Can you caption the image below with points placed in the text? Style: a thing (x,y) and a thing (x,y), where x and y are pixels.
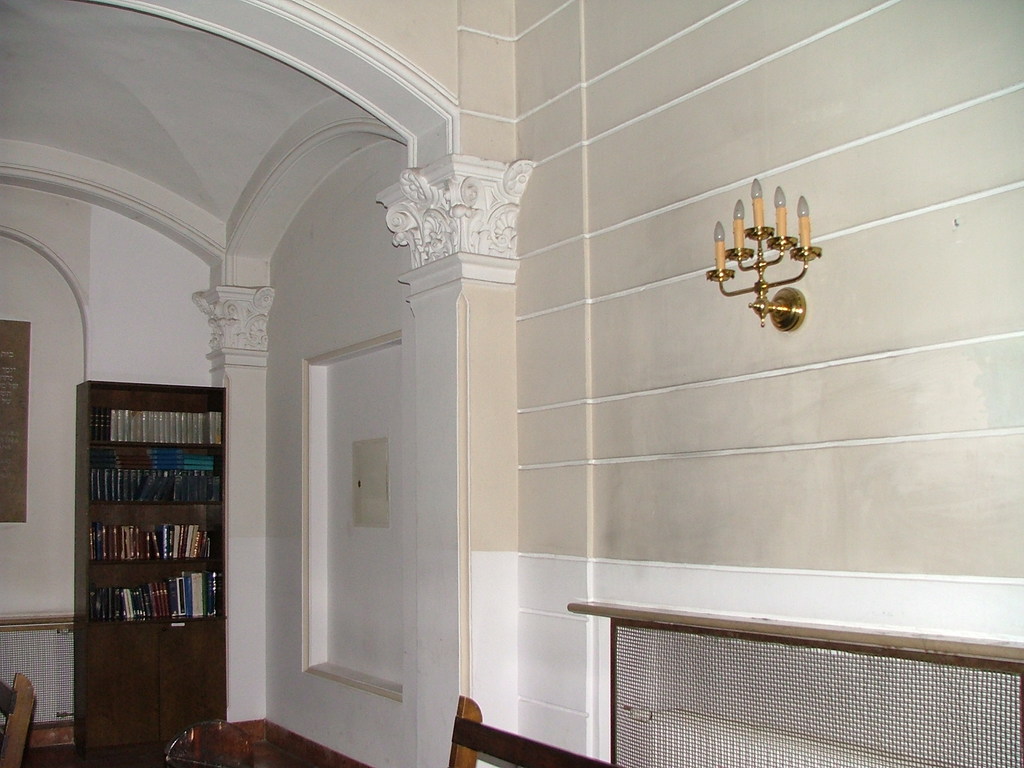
In the image on the left side (35,406) there is a wall (66,323). And also there is a cupboard (176,447) with books (173,484). There are pillars (220,370) with arches (199,253) and designs (469,202). On the right side of the image (992,201) there is a wall (686,175) with stand (719,268) and lights (719,230). In the bottom right corner of the image (768,686) there is a mesh (645,764) and also there is a wooden object (482,744).
